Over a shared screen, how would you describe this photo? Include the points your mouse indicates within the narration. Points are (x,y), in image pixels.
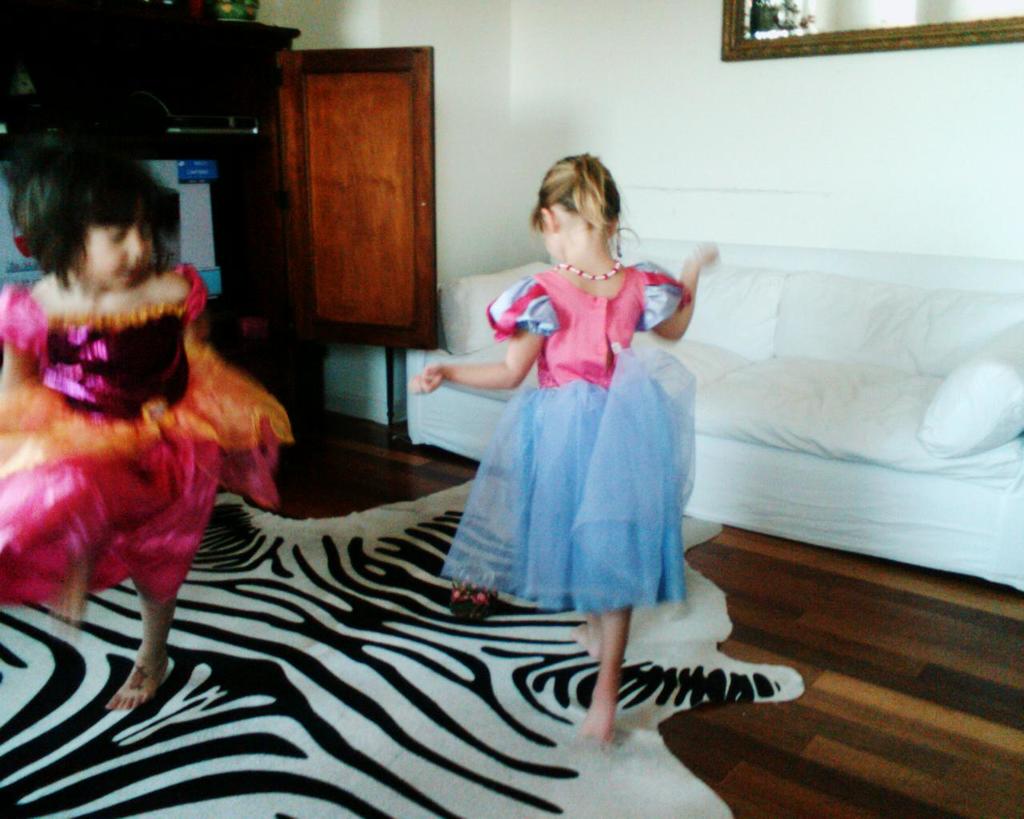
In this image there are two girls (198,406) dancing on the floor (505,750). In the background (886,400) there is a white color sofa (917,391) and also a frame (890,32) attached to the wall (735,79). Wooden door (383,98) is also visible.
